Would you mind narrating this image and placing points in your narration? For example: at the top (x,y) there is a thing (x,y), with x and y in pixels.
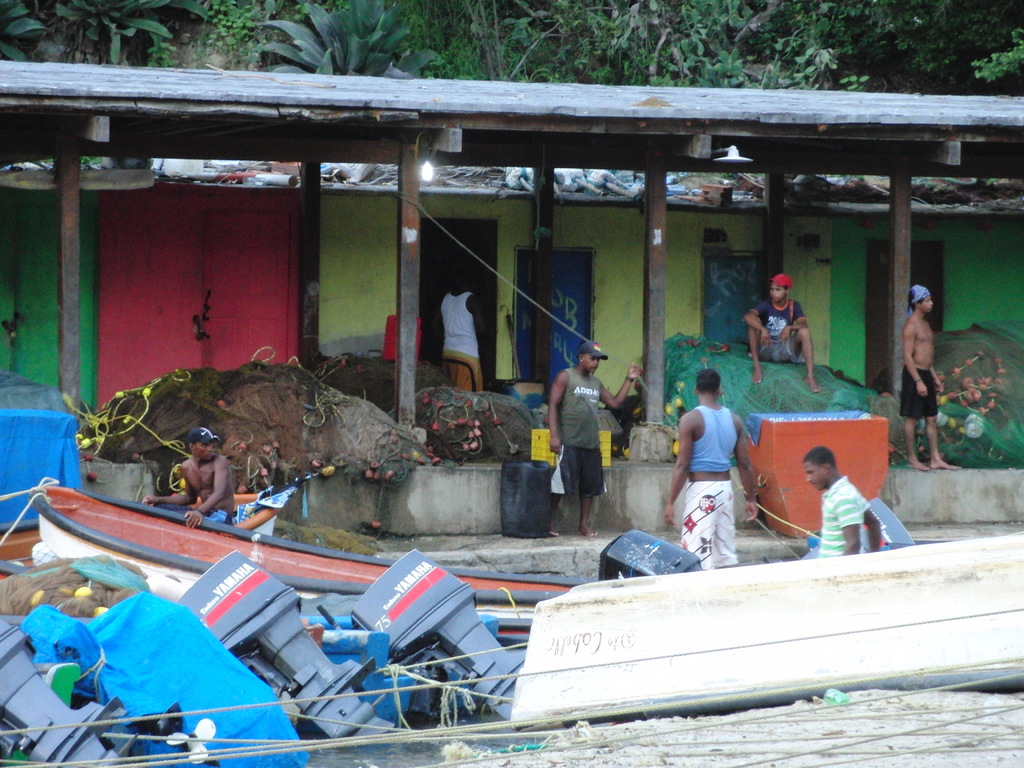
In this picture I can see there are few boats (335,602) and in the backdrop (507,301) there is a building (310,283) and it has colorful doors (526,283) and there are few nets (735,398) and there is a roof top (737,125). There are plants (329,36) and trees (987,38) in the backdrop (599,51).
